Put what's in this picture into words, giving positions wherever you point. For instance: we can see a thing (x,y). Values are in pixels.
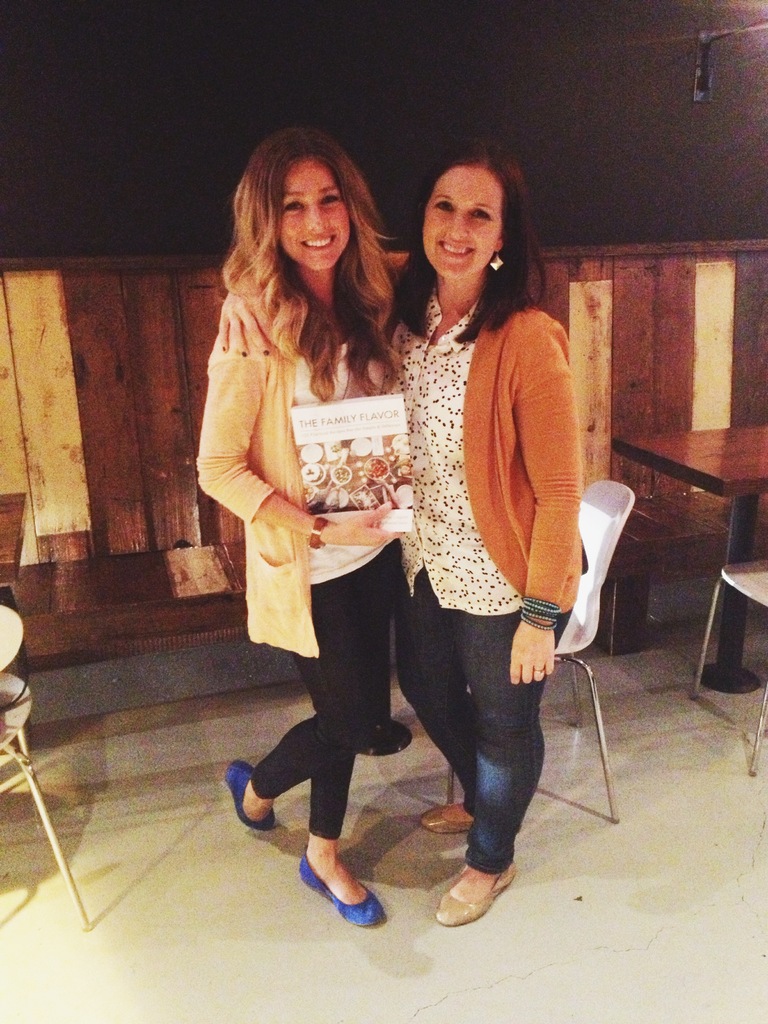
Two women (516,254) are posing to camera with a book (329,434) in one of the women's (294,458) hand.
